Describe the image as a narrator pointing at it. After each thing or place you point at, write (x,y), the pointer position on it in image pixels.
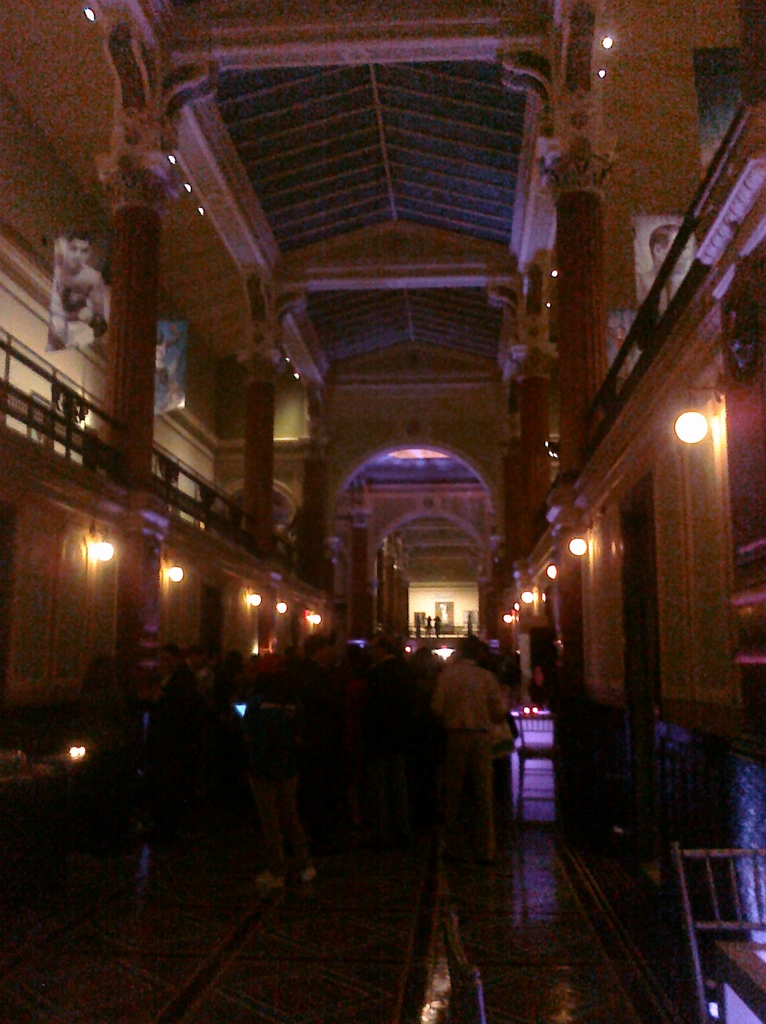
This is an inside view. This picture is taken in the dark. On the right (716,922) and left side of the image (15,781) there are few tables (107,831) and chairs (704,894) and also I can see the lights (550,571) which are attached to the walls (76,367). In the middle of the image (406,666) there are few people (446,707) in the dark. At the top (142,305) there are few pillars (263,405) and there are few lights (610,43) to the roof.
